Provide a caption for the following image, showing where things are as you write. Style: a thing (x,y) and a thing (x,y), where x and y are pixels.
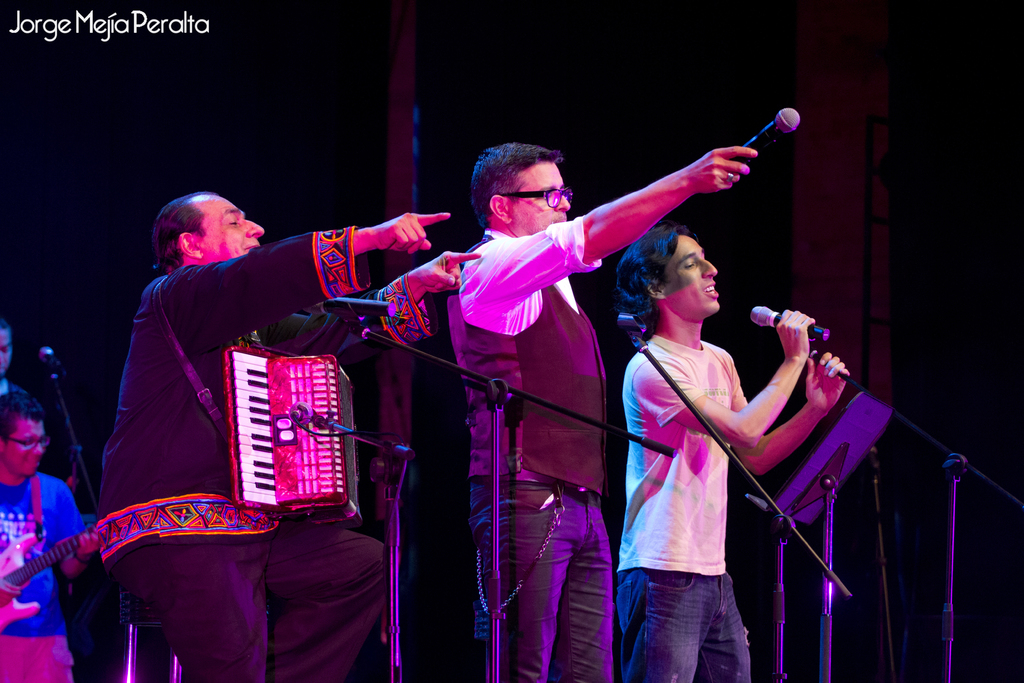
In this picture there are three persons (179,315) who are standing near to the mic (779,511). On the left (194,277) there is a man (230,464) who is holding an accordion (279,423). In the bottom left corner (71,511) there is a man (46,487) who is playing a guitar (32,563). At the top (476,95) I can see the darkness (523,25). In the top left corner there is a watermark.
